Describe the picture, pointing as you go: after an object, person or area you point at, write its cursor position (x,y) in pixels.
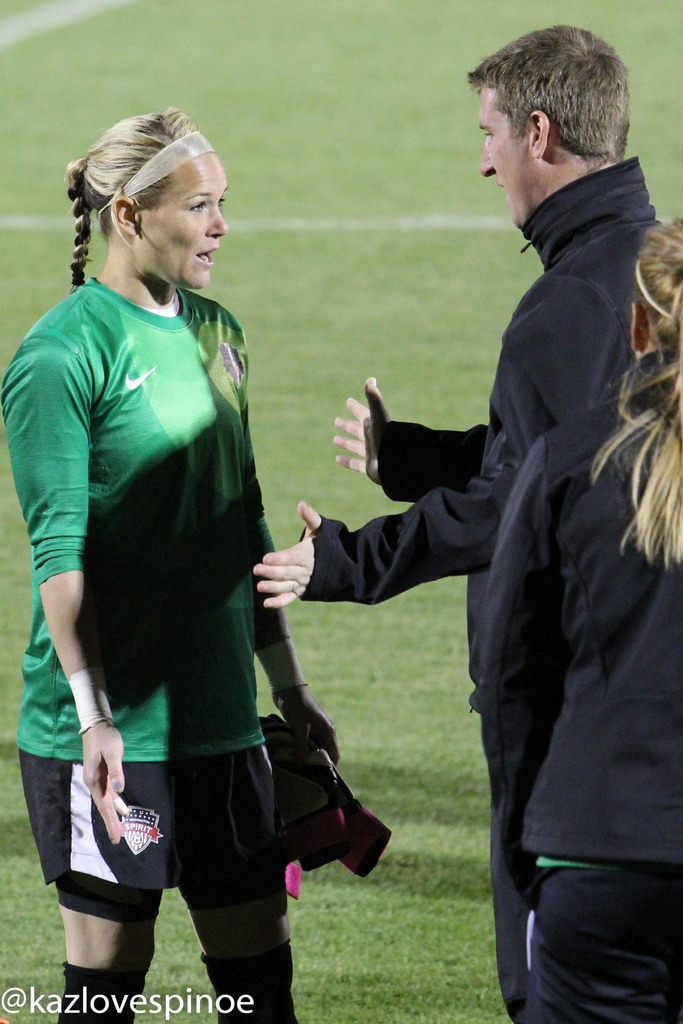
In this image in the front (322,587) there are persons (359,594) standing and in the background (278,415) there is grass (347,305) on the ground (350,300). The woman (192,510) in the front (178,574) is standing and speaking to the person (557,392) who is standing in front of her.
